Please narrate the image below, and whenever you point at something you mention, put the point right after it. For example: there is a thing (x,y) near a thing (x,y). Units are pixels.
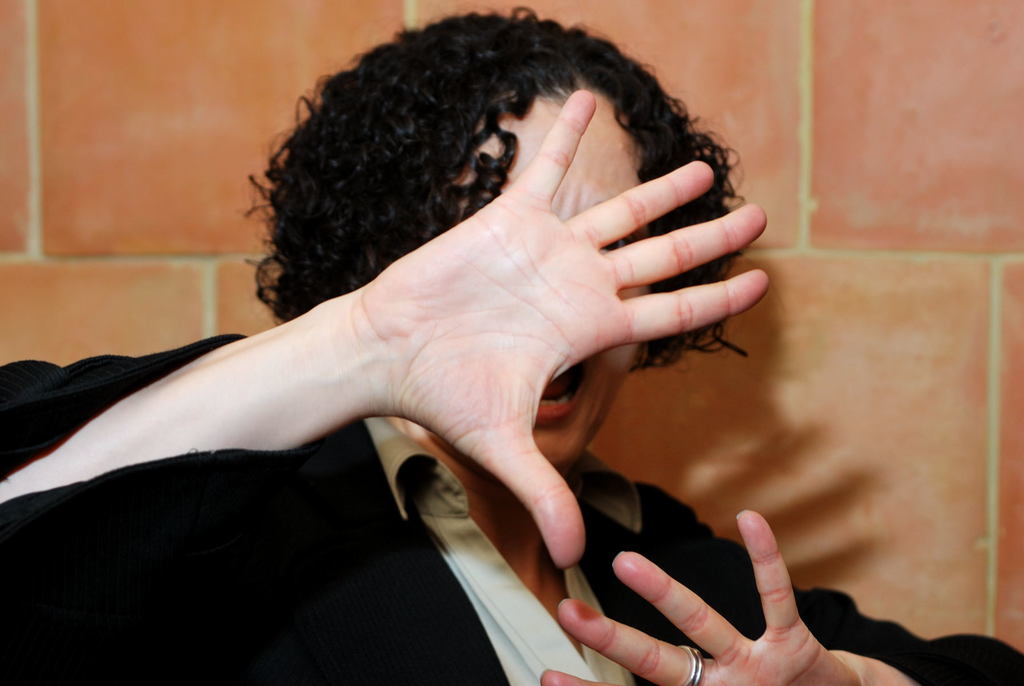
This image is taken indoors. In the background (913,447) there is a wall (837,140). In the middle of the image (359,317) there is a person (442,350).
